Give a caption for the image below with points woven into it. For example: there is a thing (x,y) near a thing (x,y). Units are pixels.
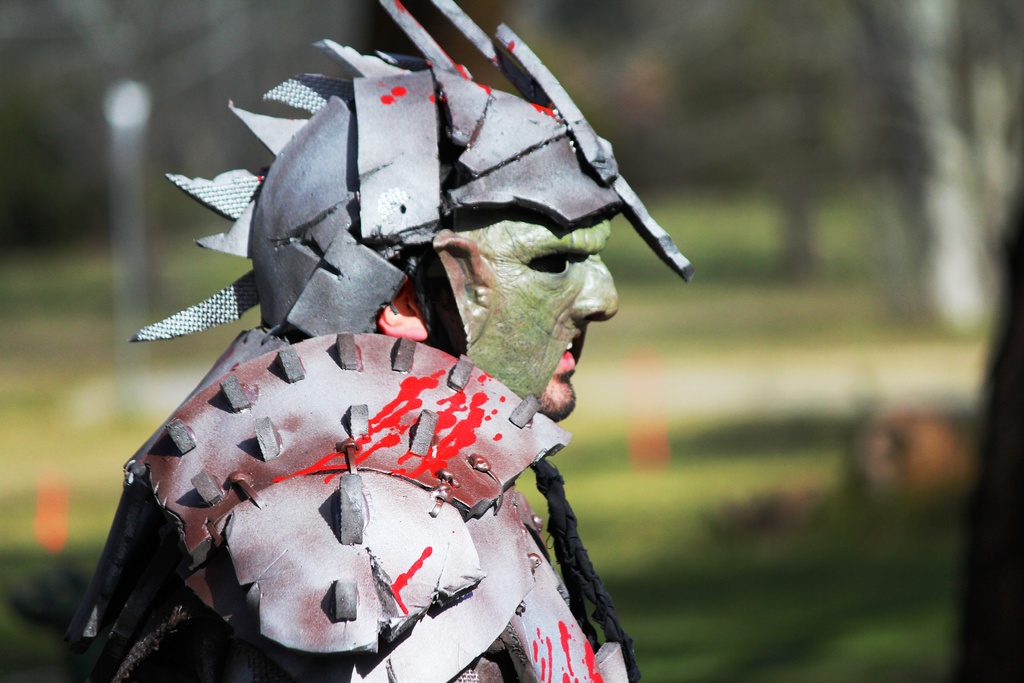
This picture is clicked outside. In the center (359,284) we can see a person (415,159) wearing some metal objects (435,490). The background of the image (920,615) is blurry.
